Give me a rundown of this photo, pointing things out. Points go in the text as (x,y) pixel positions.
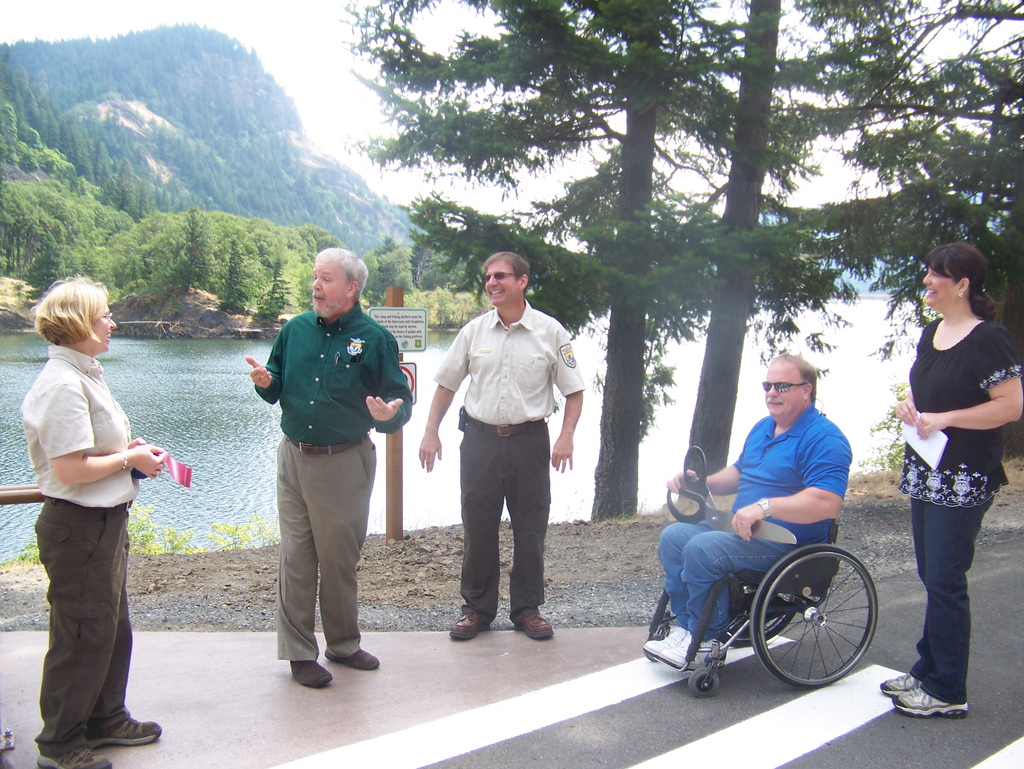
This picture shows few people (277,370) standing and couple of women (85,643) holding papers (939,450) in their hands (920,426) and we see a man (796,532) on the wheelchair (755,575) and he wore sunglasses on his face (806,401) and we see another man (488,327) wore sunglasses (515,276) on his face (508,288) and we see trees (438,147) and water (416,425) and a caution board (417,314) to the pole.
